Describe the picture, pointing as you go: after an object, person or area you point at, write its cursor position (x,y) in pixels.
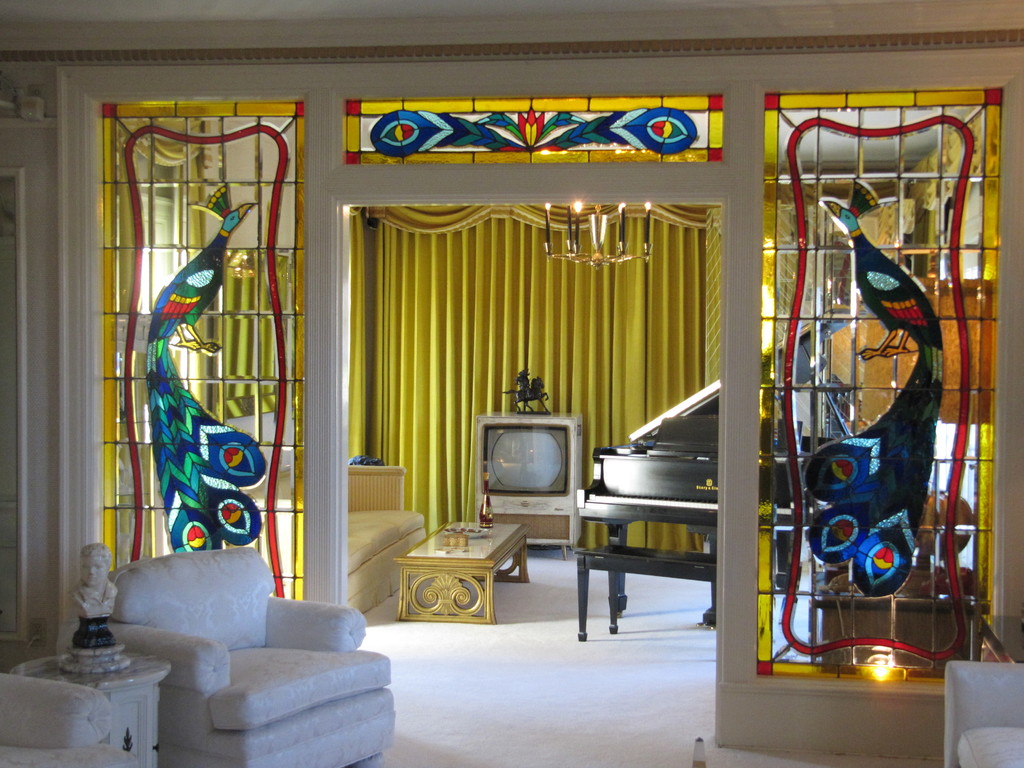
This picture shows an inner view of a house (313,596) we see a chairs (220,749), sofa bed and television (545,538) and a piano (691,455) and a toy (72,652) on the table (159,664).
